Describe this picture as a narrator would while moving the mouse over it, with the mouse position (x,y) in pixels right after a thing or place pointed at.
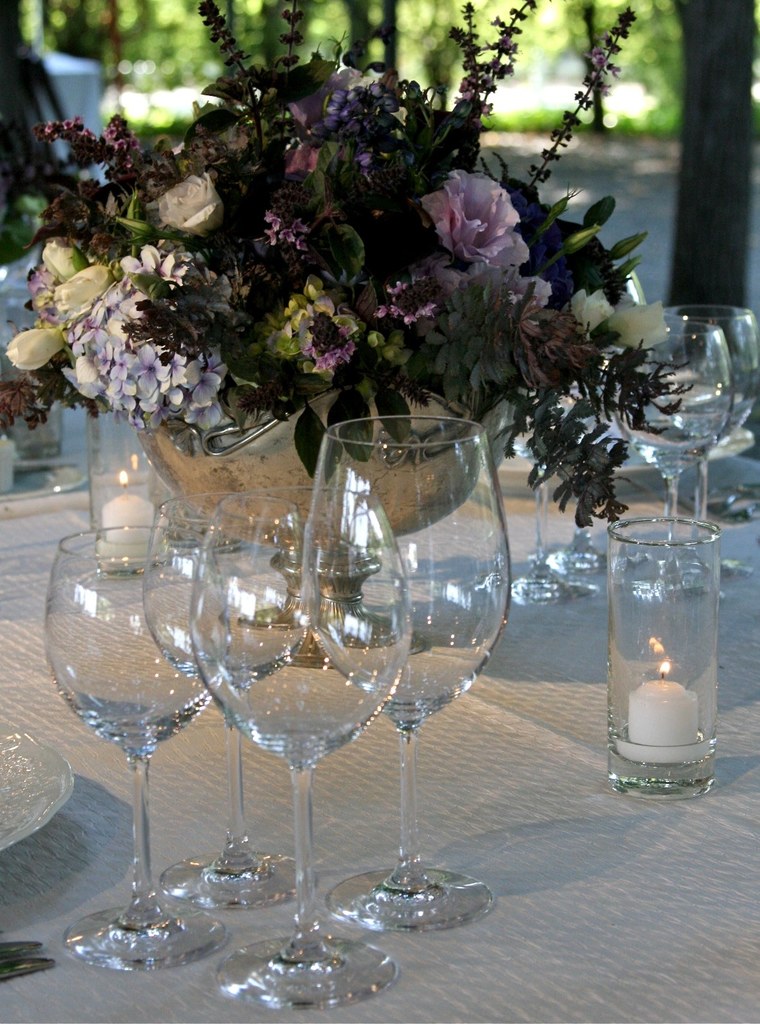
This image consists of a table (528,768) on which there are glasses (415,853), candle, plate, knife (1,951), flower pot (321,413). There are so many kinds of flowers (321,340) in this flower pot (290,456).
